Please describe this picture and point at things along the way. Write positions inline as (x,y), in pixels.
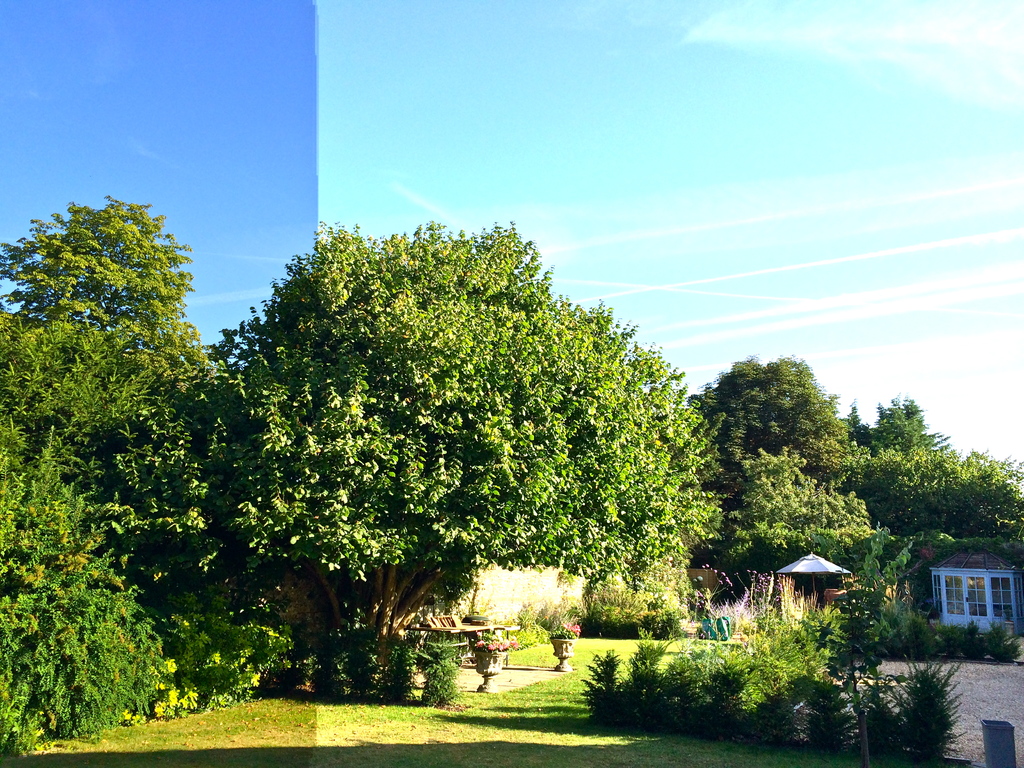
In this image there is the sky (543,171), there are plants (643,426), there are plants (93,611) truncated towards the left of the image (72,440), there are plants (994,492) truncated towards the right of the image (954,474), there is the grass (583,684), there are flower pots (488,660), there are objects (726,617) on the ground (968,745), there is an umbrella (805,571), there is a house (955,575), there is grass (225,730) truncated towards the bottom of the image (740,756), there is an object (998,721) truncated towards the bottom of the image (995,740).
